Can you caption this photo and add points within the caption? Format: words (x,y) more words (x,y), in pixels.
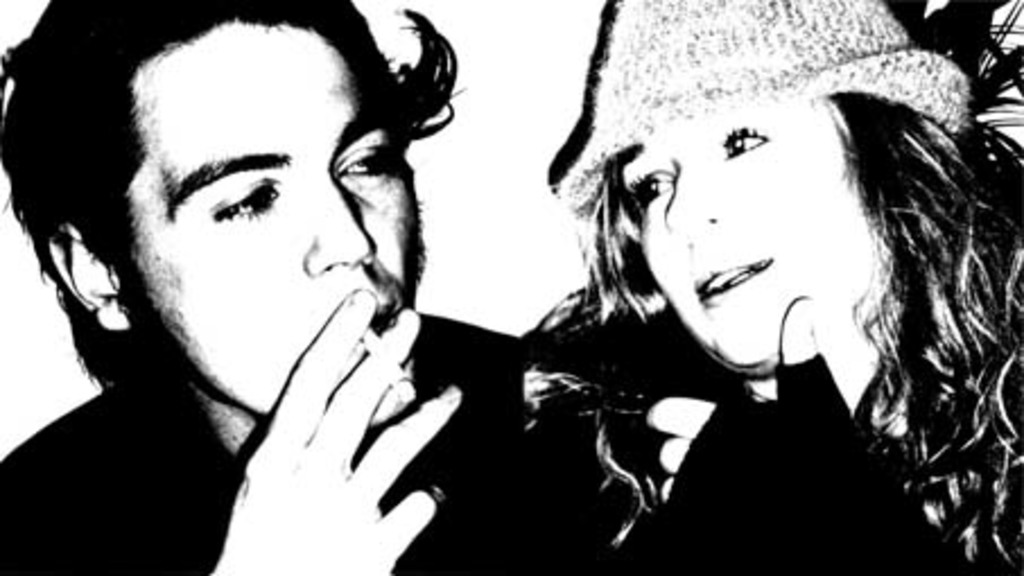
This is an edited image, we can see there are two people (698,311) and a person (357,325) is holding a cigarette (386,363).
